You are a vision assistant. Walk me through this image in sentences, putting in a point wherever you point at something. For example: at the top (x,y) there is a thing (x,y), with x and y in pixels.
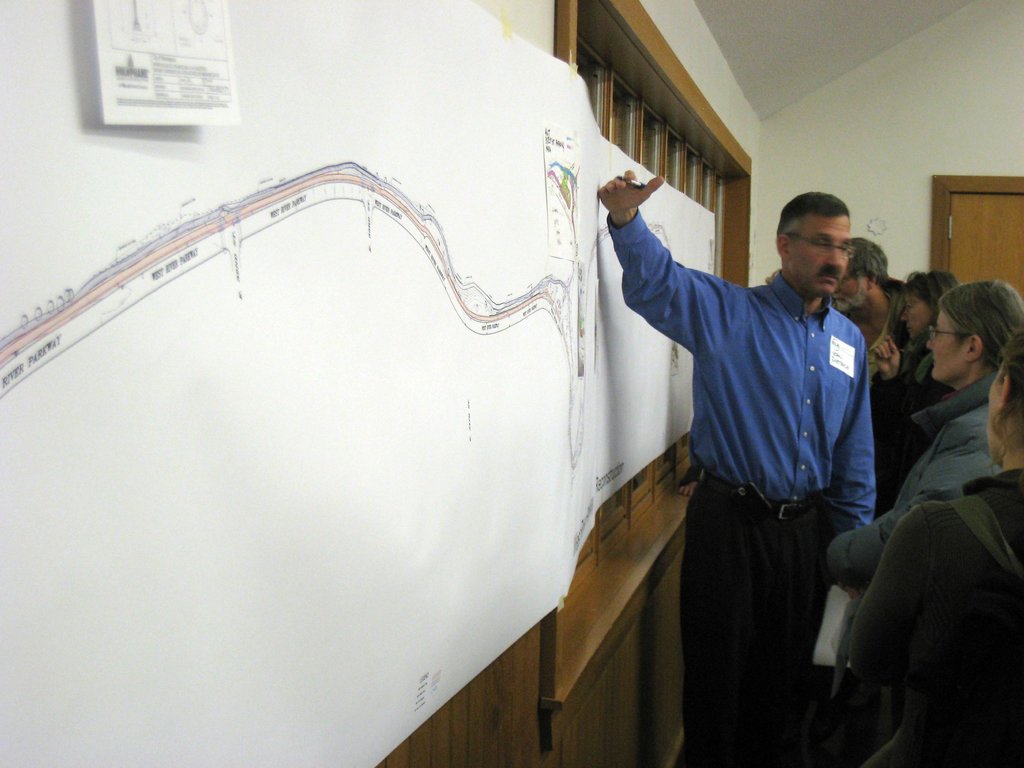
In the image on the right side (933,436) there are few people (968,521) standing. In front of them on the left side (272,145) there is a white chart (372,396) with images (439,247) and a paper (216,79) on it. Behind the chart (579,83) there is a window (669,97). In the background (980,222) on the wall (946,135) there is a door (968,231).
